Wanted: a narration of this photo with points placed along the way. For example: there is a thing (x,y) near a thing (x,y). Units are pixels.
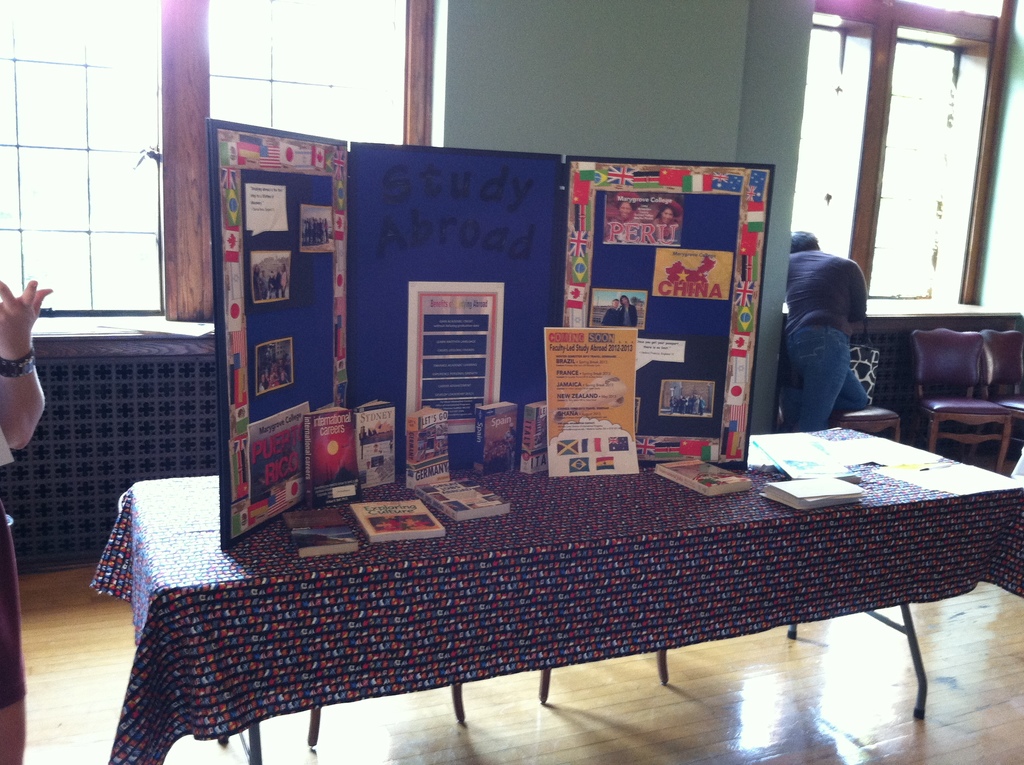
This picture is clicked inside the room (510,721). Here, we see a table (582,597) on which many books (408,519), paper (796,495), pen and a board (551,249) containing many charts (661,198) on it, are placed on the table (788,512). Behind that, we see windows (276,90). Beside that, we see green wall (651,66). On the right corner (819,271), we see man (808,299) in black t-shirt (820,293) is standing near the window (894,247) and beside him, we see two chairs (972,405).
